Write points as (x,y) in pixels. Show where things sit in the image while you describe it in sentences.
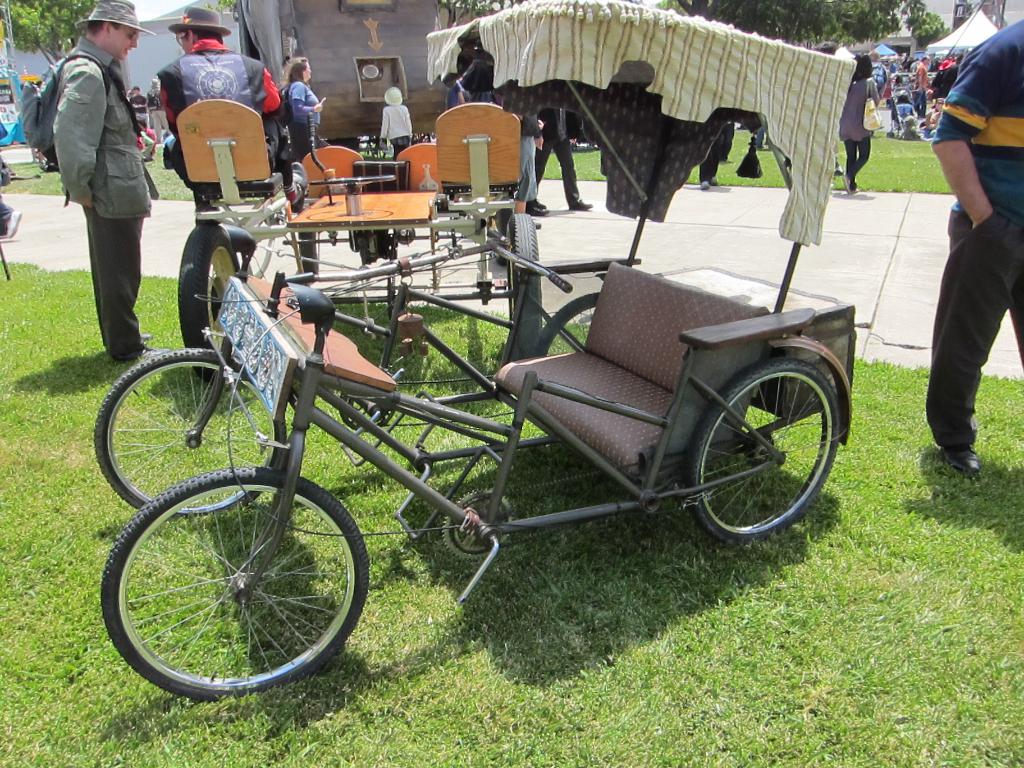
At the bottom of the picture (796,613), we see the grass (622,672). In the middle (667,368), we see the road (574,282) and rickshaws (620,320). We see a man (210,50) is riding the vehicle (187,110) and beside him, we see a man (101,87) is standing. Beside him, we see two women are standing. On the right side (1007,90), we see a man (952,112) is standing. In the background (927,94), we see many people (926,106) are standing and we see the tents (936,45) in white and blue color. There are trees (20,1) and buildings (172,50) in the background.
